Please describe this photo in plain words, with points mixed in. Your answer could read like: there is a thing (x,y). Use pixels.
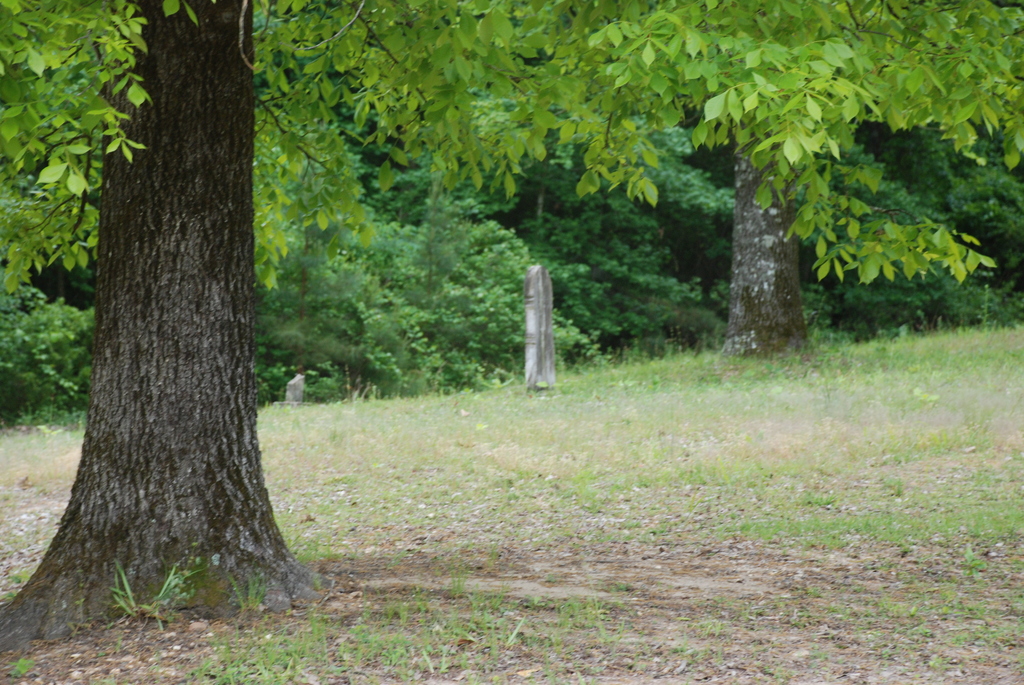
This image is taken outdoors. At the bottom of the image (634,574) there is a ground (389,481) with grass (392,496) on it. In the background (510,351) there are many trees (773,201) and plants (819,289) with green leaves (372,179).
